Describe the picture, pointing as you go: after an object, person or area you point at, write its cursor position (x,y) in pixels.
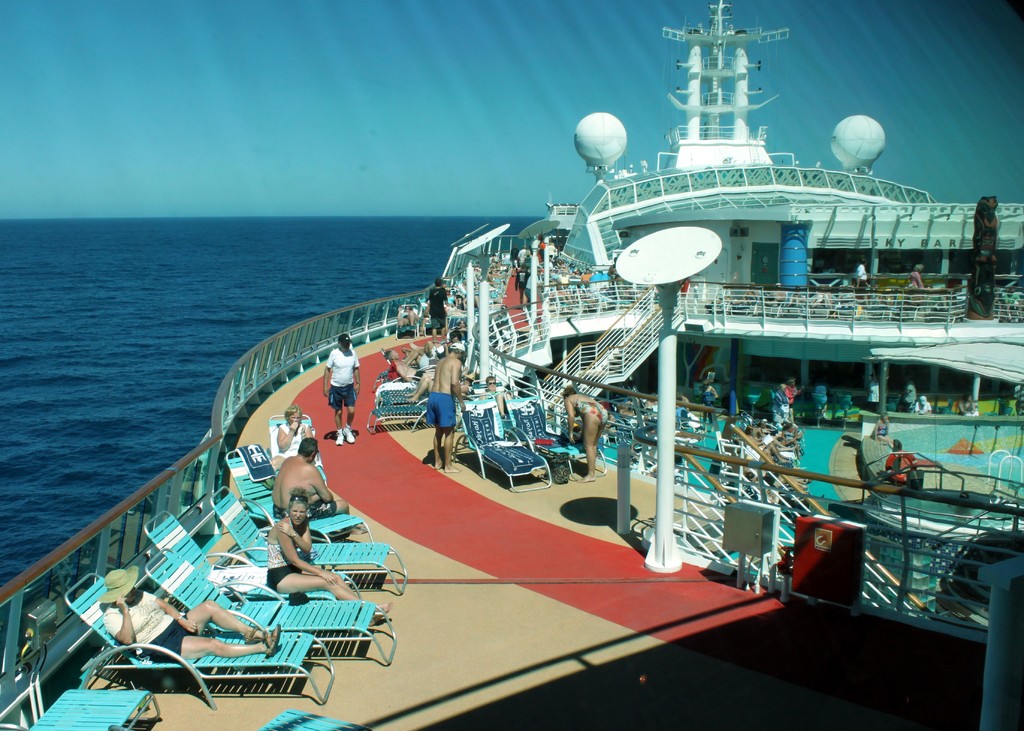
In this picture there is a huge ship (126,562) on the right side of the image (804,294) and there are people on it, there is water (1,290) on the left side of the image (268,278) and there is sky (297,98) at the top side of the image (492,109).
